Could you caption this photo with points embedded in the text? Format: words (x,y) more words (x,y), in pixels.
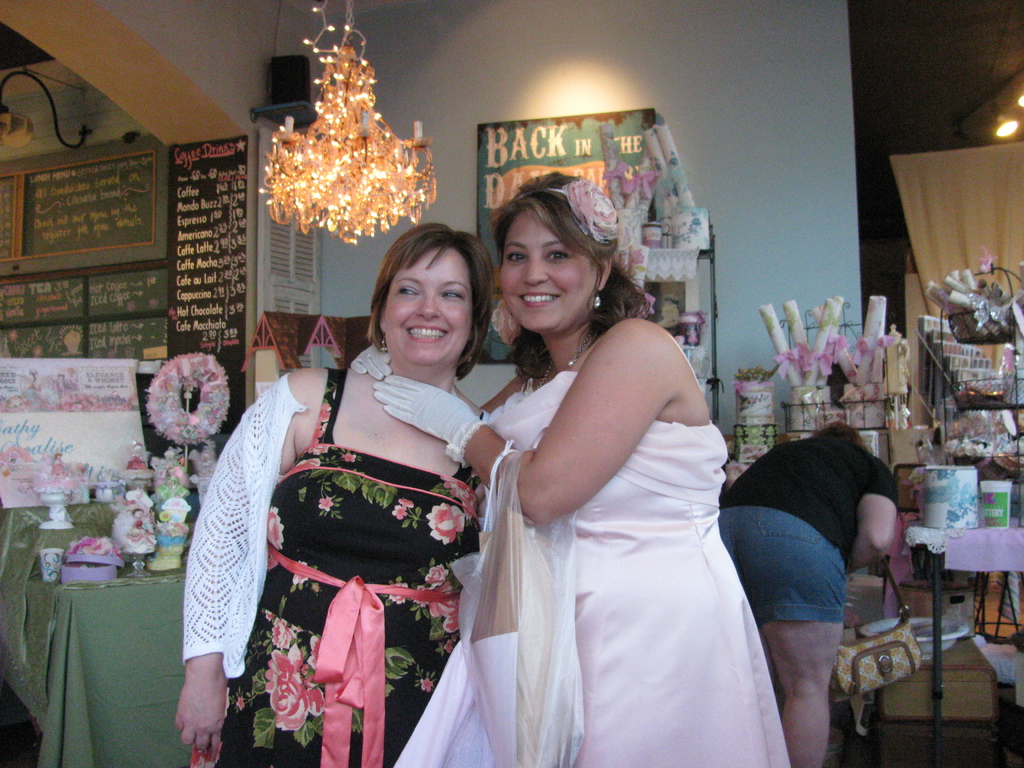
Two ladies (401,467) are standing and smiling. A lady (528,315) in the right (705,524) is wearing a gloves (437,397) and a hair band (590,206). In the back (810,363) there are many gift items (825,367), wrappers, bouquets (163,419). A chandelier (322,173) is also there. On the wall (648,105) a banner (510,150) is there. There are something written on the wall (163,199).
